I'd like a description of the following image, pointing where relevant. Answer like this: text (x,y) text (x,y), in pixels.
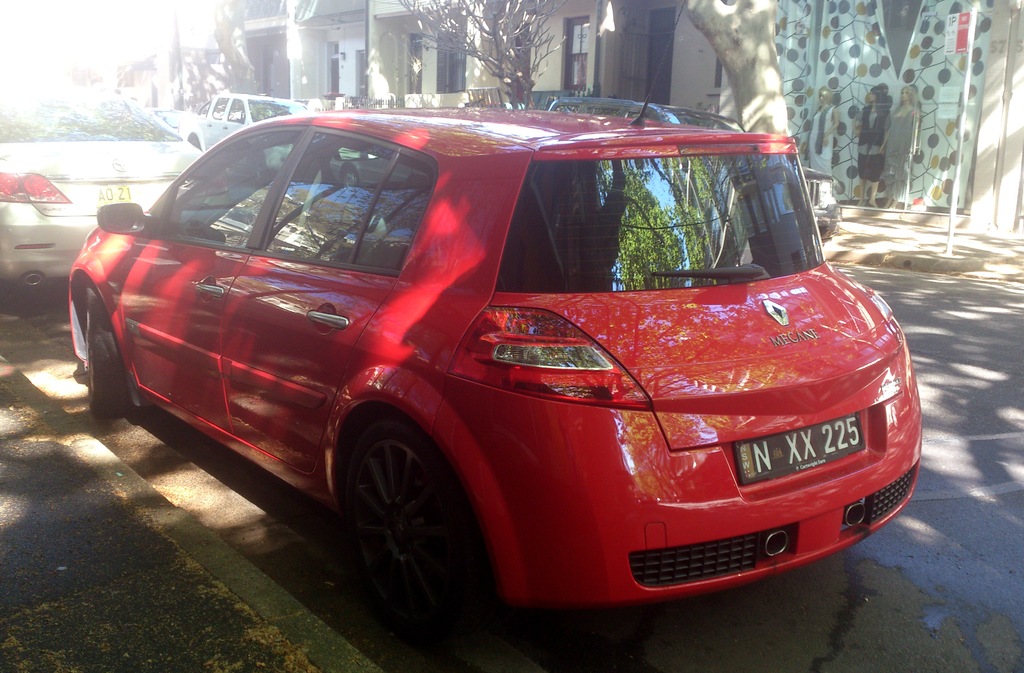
In the center of the image (389,236) we can see cars (494,391) on the road (1004,376). In the background (954,69) we can see trees (765,29) and buildings (295,74).
